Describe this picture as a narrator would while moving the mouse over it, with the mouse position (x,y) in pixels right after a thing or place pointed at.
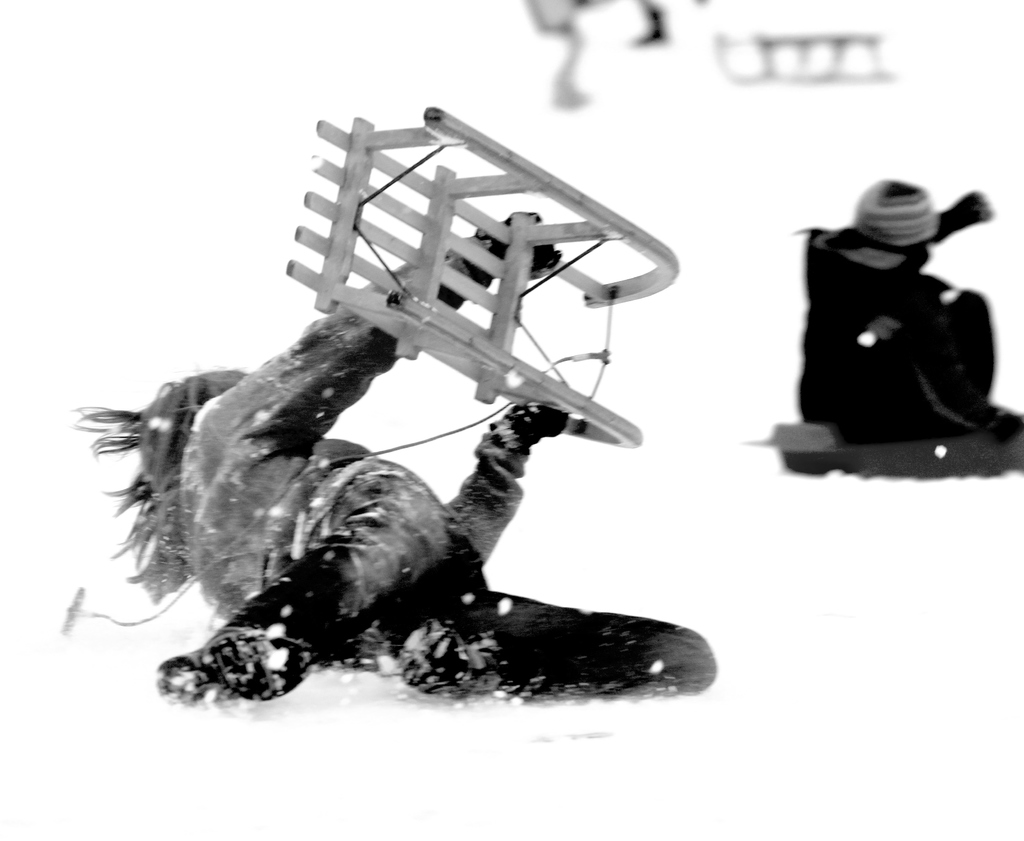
This is a black and white image. There are a few people (1000,414). Among them, a person (482,571) is holding an object (598,352). We can also see some snow (798,801).
